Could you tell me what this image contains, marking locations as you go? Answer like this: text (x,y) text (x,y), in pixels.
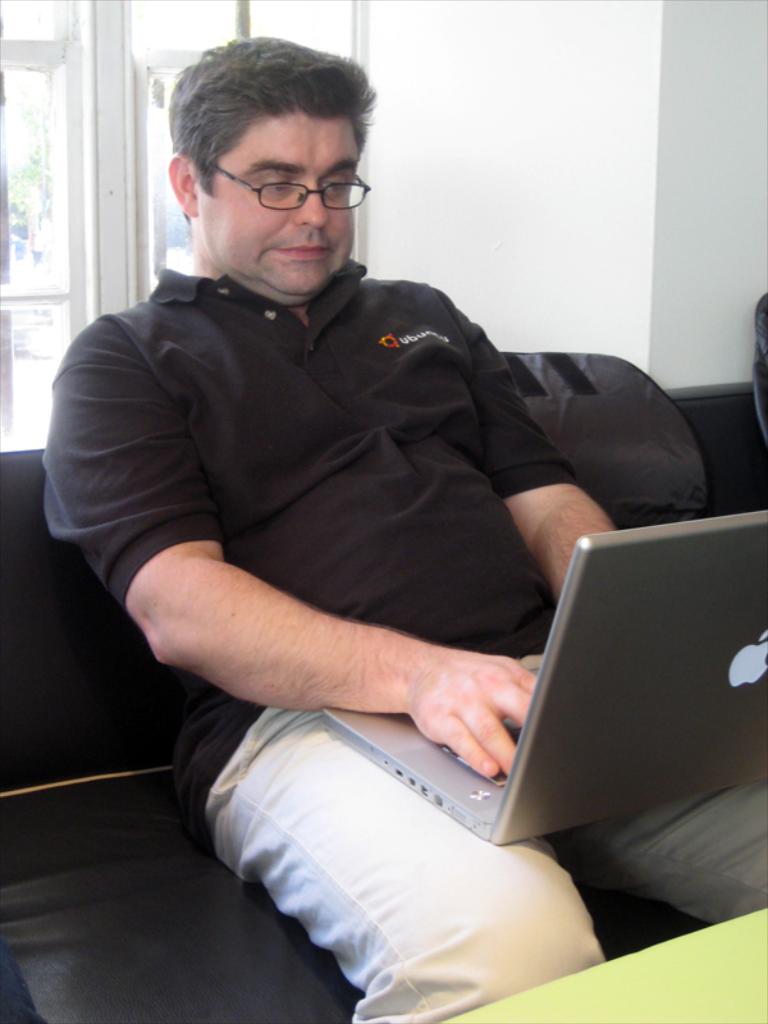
In this image we can see a man (399,617) is sitting on a sofa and working on the laptop (422,739) which is on his legs (360,874). In the background (89,124) there is a window (90,136) and wall (399,201). Through the window glass doors (40,268) we can see trees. On the right side (737,973) at the bottom corner (730,976) there is a table (696,990).
